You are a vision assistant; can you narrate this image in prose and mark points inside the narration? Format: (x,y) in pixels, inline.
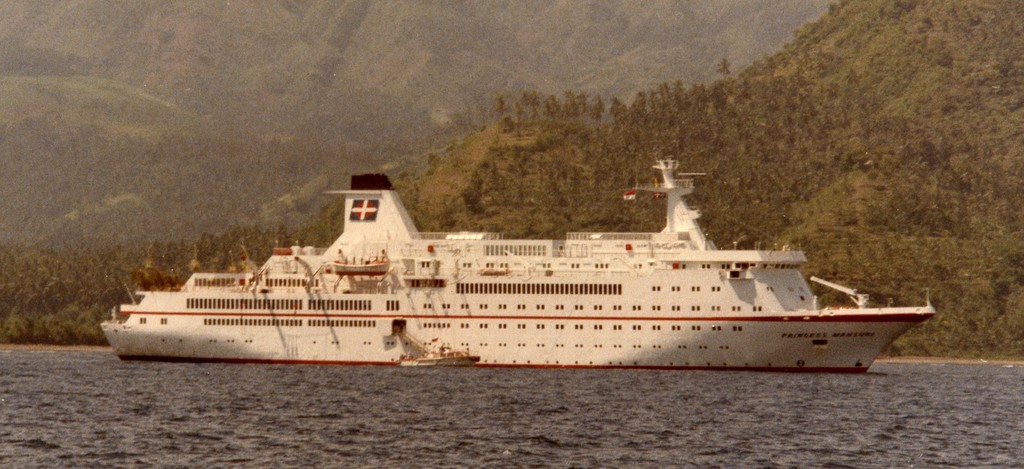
Here we can see a big ship (432,273) on the water (423,460) and on the ship (467,344) we can see the logo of a flag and beside to the ship (414,341) there is a boat (430,353) also on the water (240,406). In the background (483,136) there are trees (888,112) and mountains (68,137).
